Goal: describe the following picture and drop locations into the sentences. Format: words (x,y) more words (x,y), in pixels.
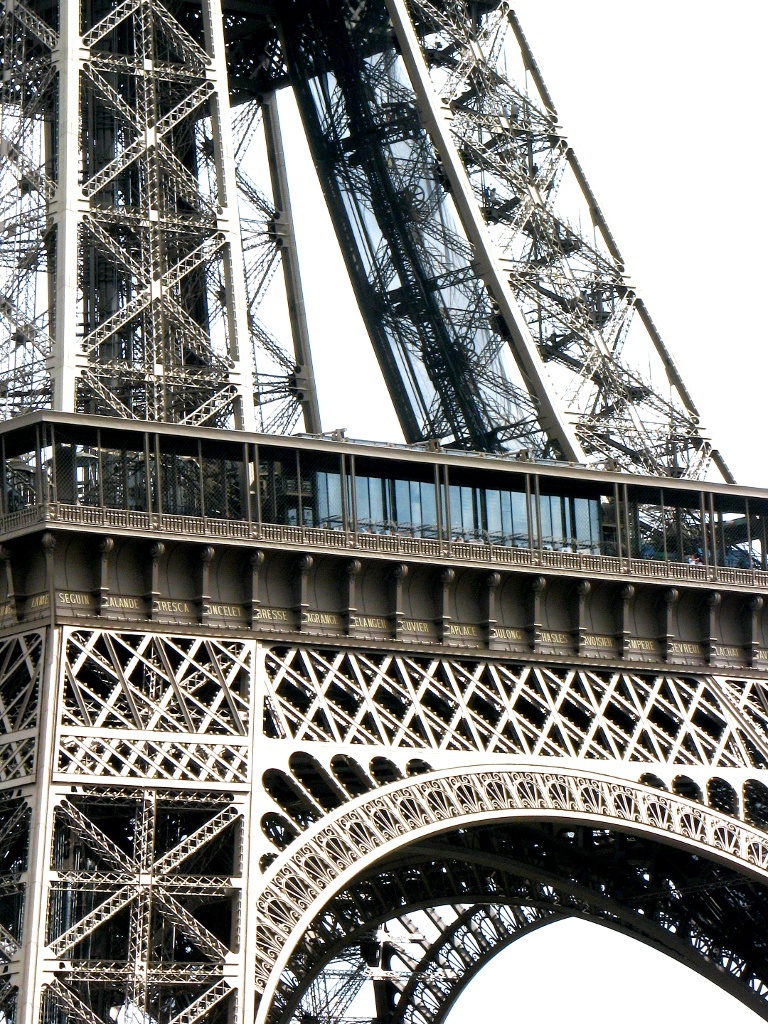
In the picture we can see a part of Eiffel tower (392,1003) and behind it we can see a sky (718,226).
